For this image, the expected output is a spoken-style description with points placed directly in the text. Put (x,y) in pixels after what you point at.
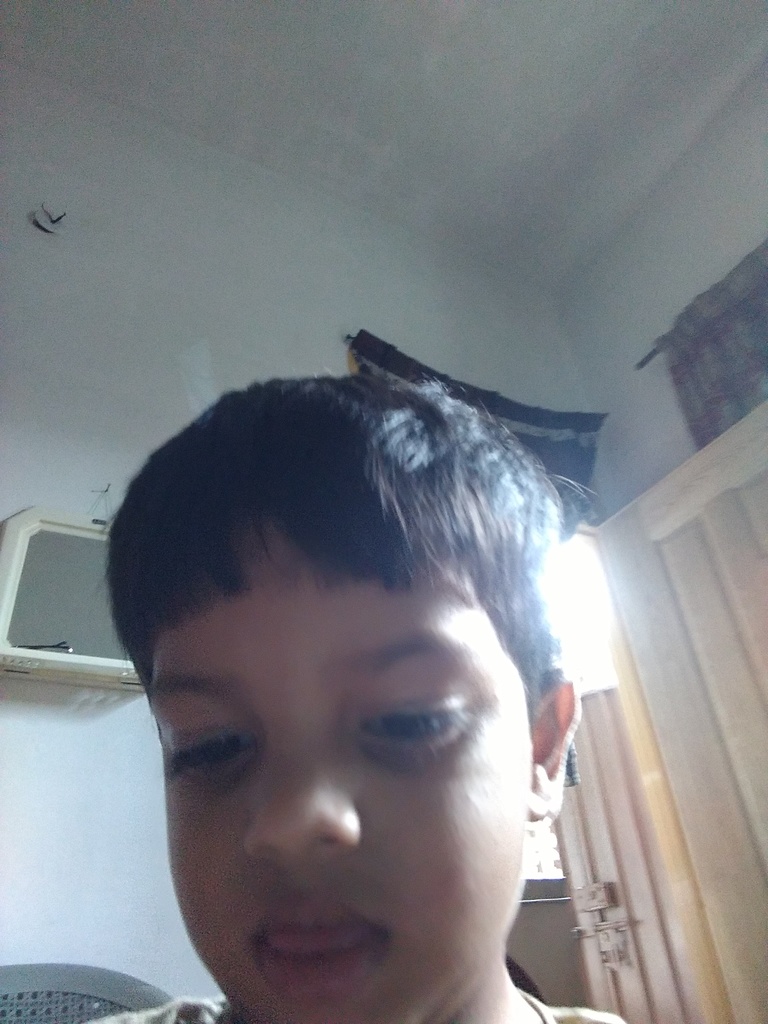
In this image we can see a boy (308,826) in a room (631,921) and we can see a mirror (0,548) attached to the wall (95,753) and there is a door (711,619). We can see some objects (555,424) which look like curtains (537,412) in the background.
